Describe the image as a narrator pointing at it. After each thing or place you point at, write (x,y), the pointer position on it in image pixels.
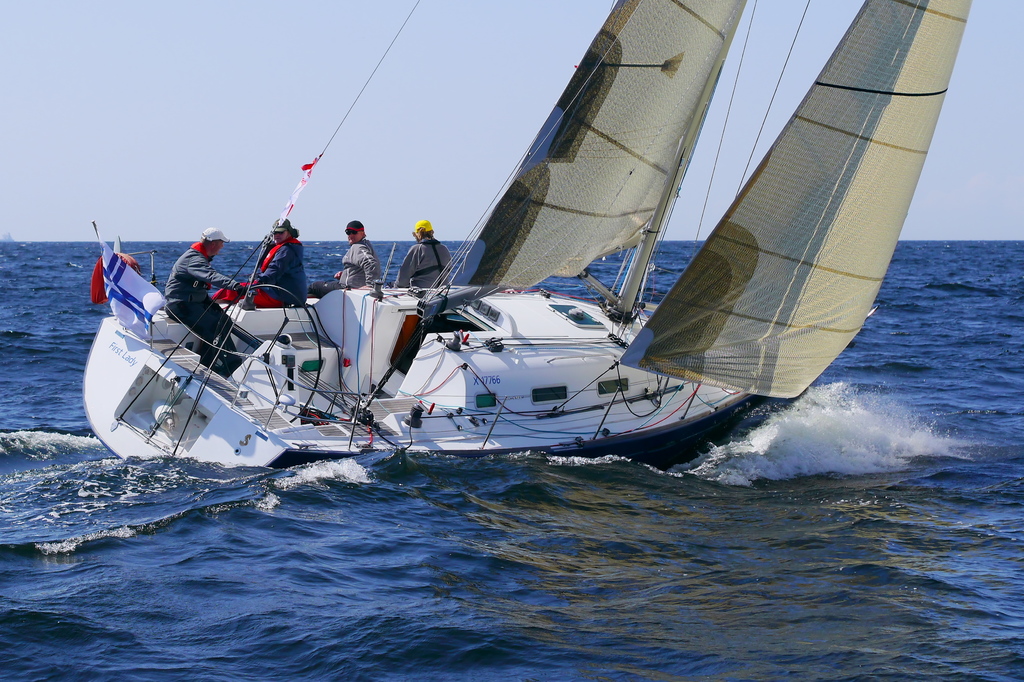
In this picture we can see a boat (687,309) on the water (614,591) with some people (184,275) sitting on it, flag (103,252) and in the background (461,232) we can see the sky (327,231).
